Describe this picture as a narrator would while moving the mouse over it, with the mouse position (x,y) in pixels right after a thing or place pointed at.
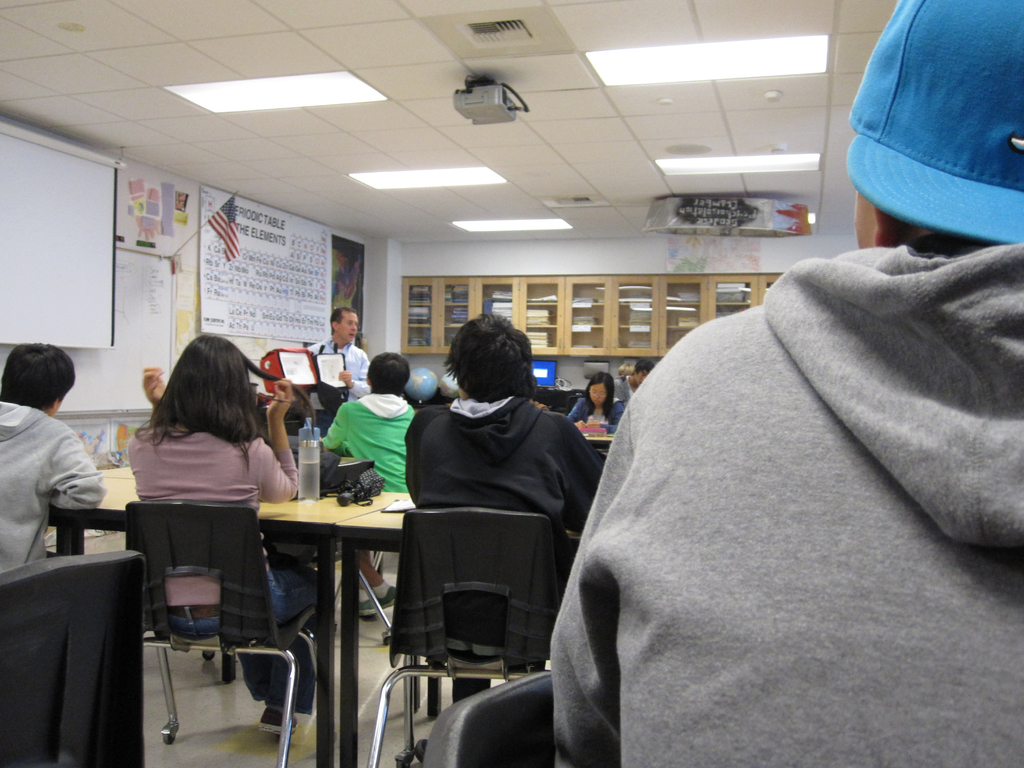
In the image we can see a few people (744,525) are sitting on the chairs (512,730). Among them, we can see one person (659,496) is wearing a hat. And we can see tables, one bottle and some objects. In the background (382,295) there is a wall (386,313), boards (150,290), lights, one flag (223,223), cupboards (408,315), one person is standing and he is holding some object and a few other objects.
